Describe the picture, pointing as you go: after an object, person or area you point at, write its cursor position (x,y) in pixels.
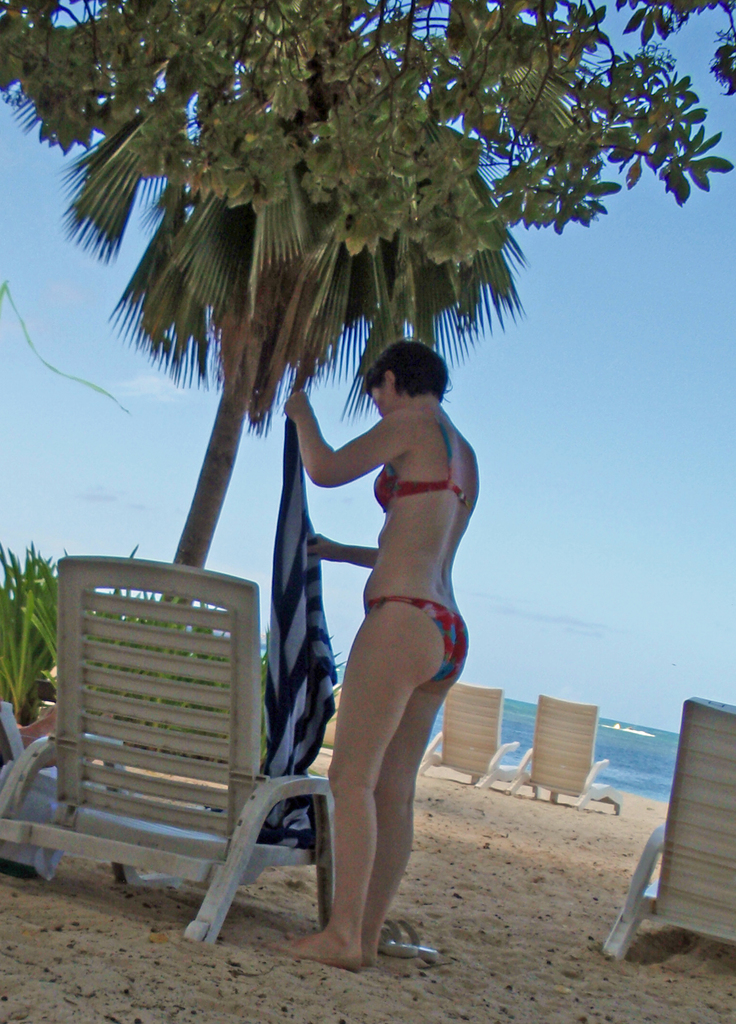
In this picture there is a woman (381,724) wearing a bikini (432,483) is standing on the sand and holding a towel (300,529) in her hands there is a chair (244,740) in front of her and there is a tree (231,423), few chairs (555,746) and water (510,720) in the background (516,732).
